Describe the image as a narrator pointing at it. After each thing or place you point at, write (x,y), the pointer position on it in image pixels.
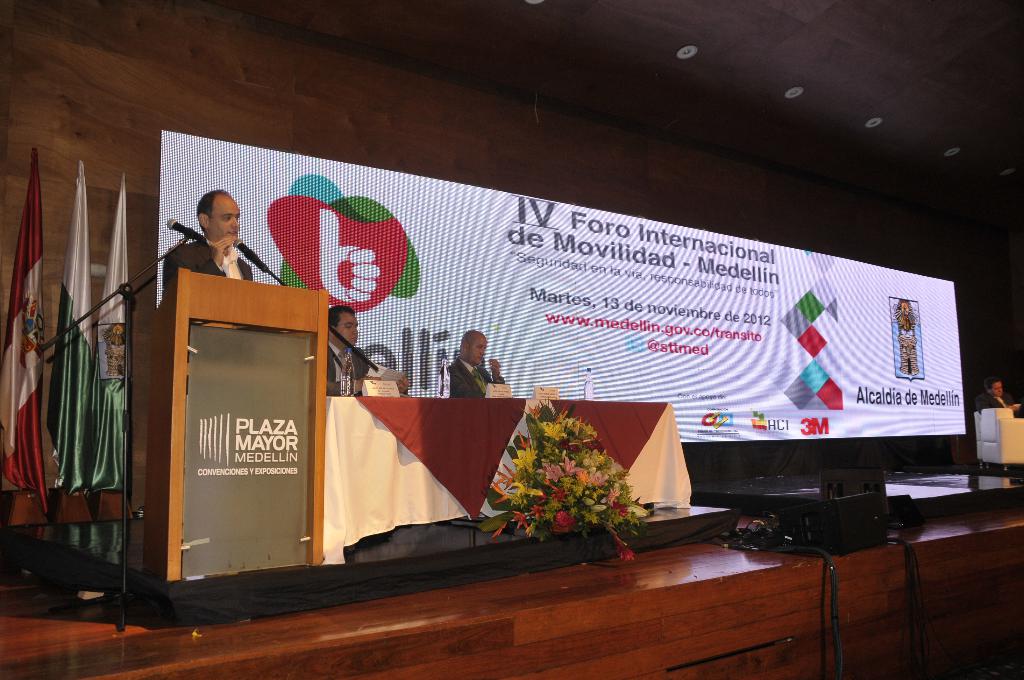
There is a person (200,246) standing. In front of him there is a podium (205,413) with poster (248,439). Also there are mics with mic stands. Near to him there are two persons (340,354) sitting. In front of them there is a table (385,427). On that there is a cloth (433,409), bottles (348,385) and name boards (487,398). In front of that there is a flower bouquet (539,500). In the back (29,216) there are flags (29,257) and a screen (418,210) with something written on that. On the right side (997,427) there is a person (991,388) sitting on a chair (988,445). There is a speaker (818,507) on the stage (758,499).
